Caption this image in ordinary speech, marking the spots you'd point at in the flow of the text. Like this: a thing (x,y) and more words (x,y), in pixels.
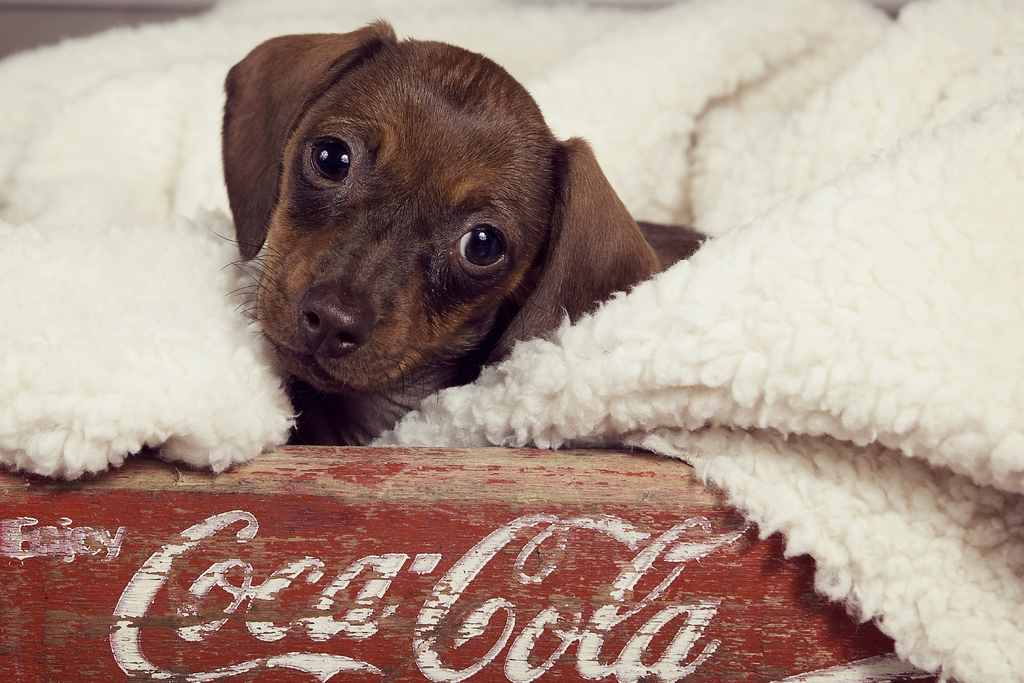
There is a brown puppy (312,103). Surrounded by it there is a white blanket (87,198).
